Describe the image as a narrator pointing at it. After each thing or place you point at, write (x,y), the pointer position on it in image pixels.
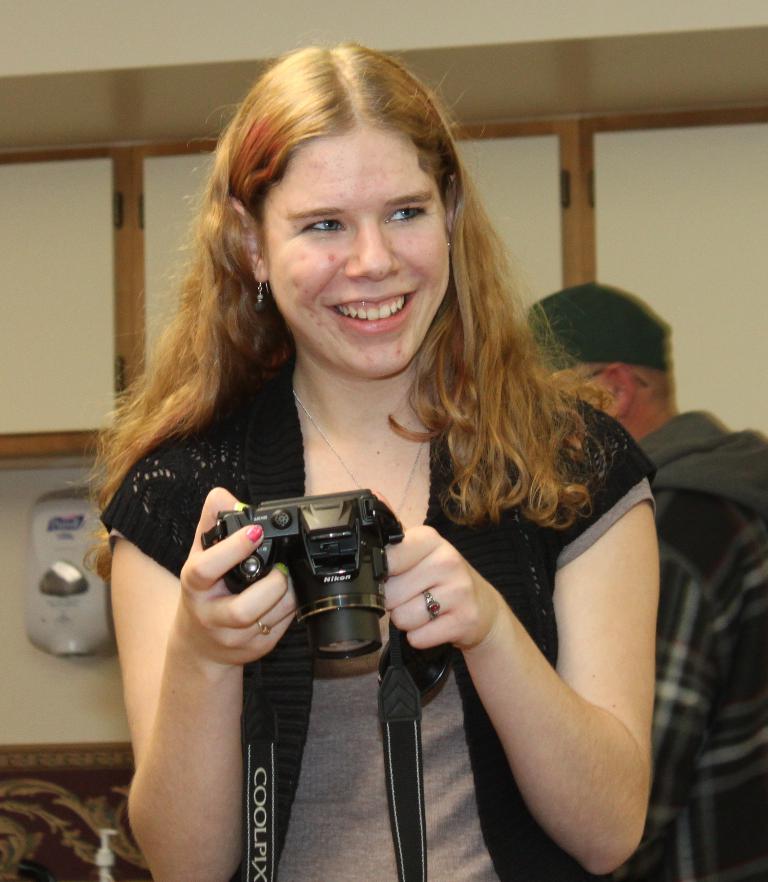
In this picture a woman (573,465) is holding a camera (358,654) with both the hands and smiling and in the background (732,625) there is a person (680,594) standing.
